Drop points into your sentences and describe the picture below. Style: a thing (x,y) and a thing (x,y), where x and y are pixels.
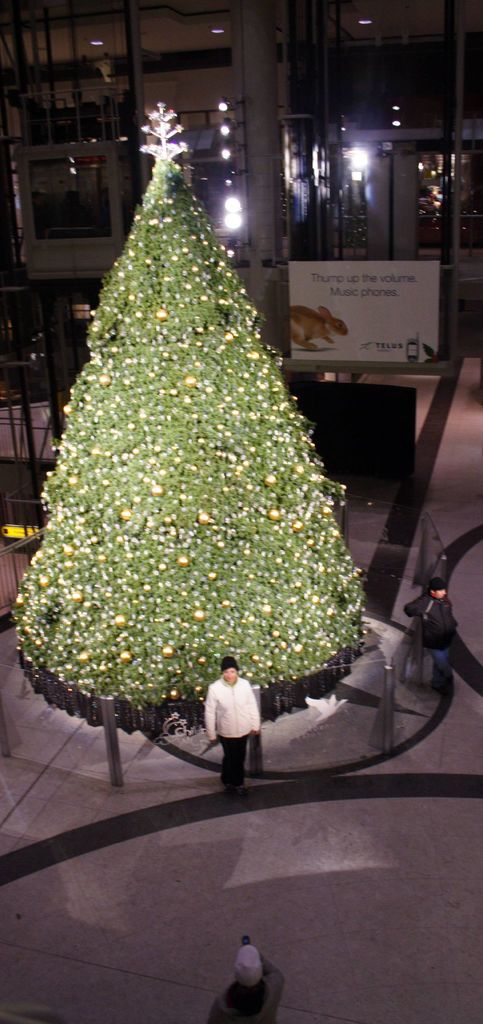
In this picture we can see a Christmas tree (257,545) with some objects (240,562) on it, glass fence (372,750), lights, pillars (265,284), poster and three people (439,614) standing on the floor (242,855) and some objects (68,492) and in the background (52,433) we can see a building (302,236).
